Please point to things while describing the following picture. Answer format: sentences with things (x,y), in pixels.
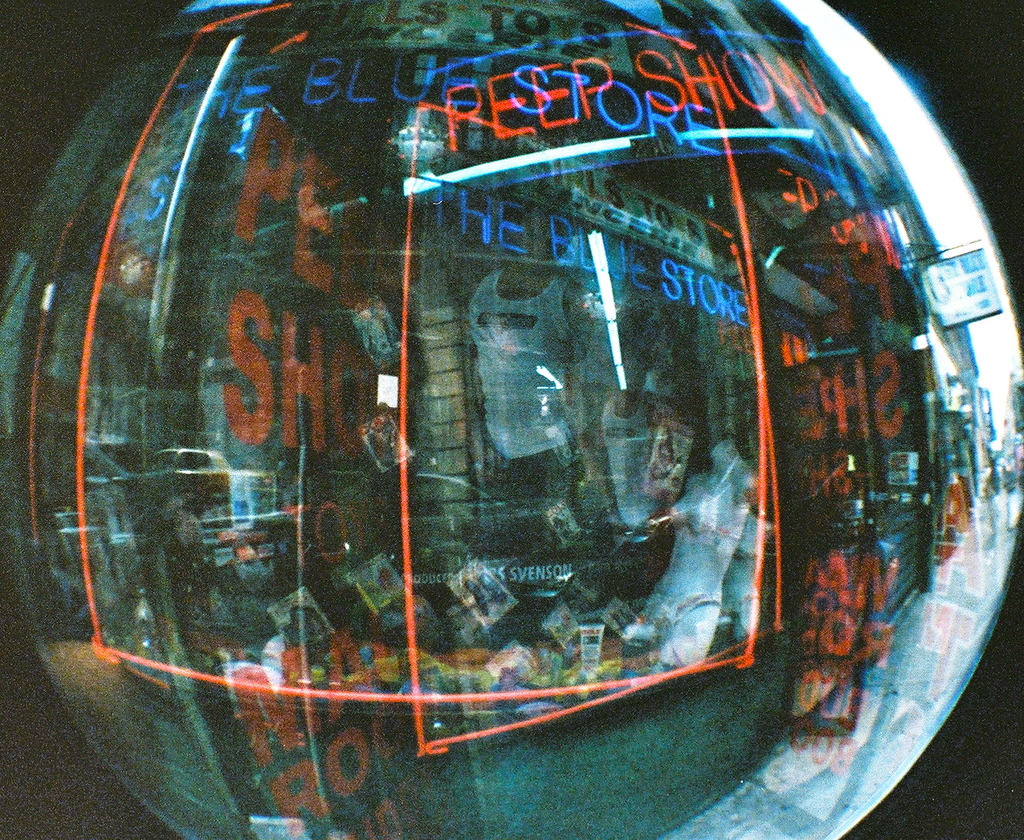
The picture consists of a round globe like object (672,161), in it we can see the reflection (173,372) of lights (757,615), text (730,79) and people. The background (26,36) is dark.
